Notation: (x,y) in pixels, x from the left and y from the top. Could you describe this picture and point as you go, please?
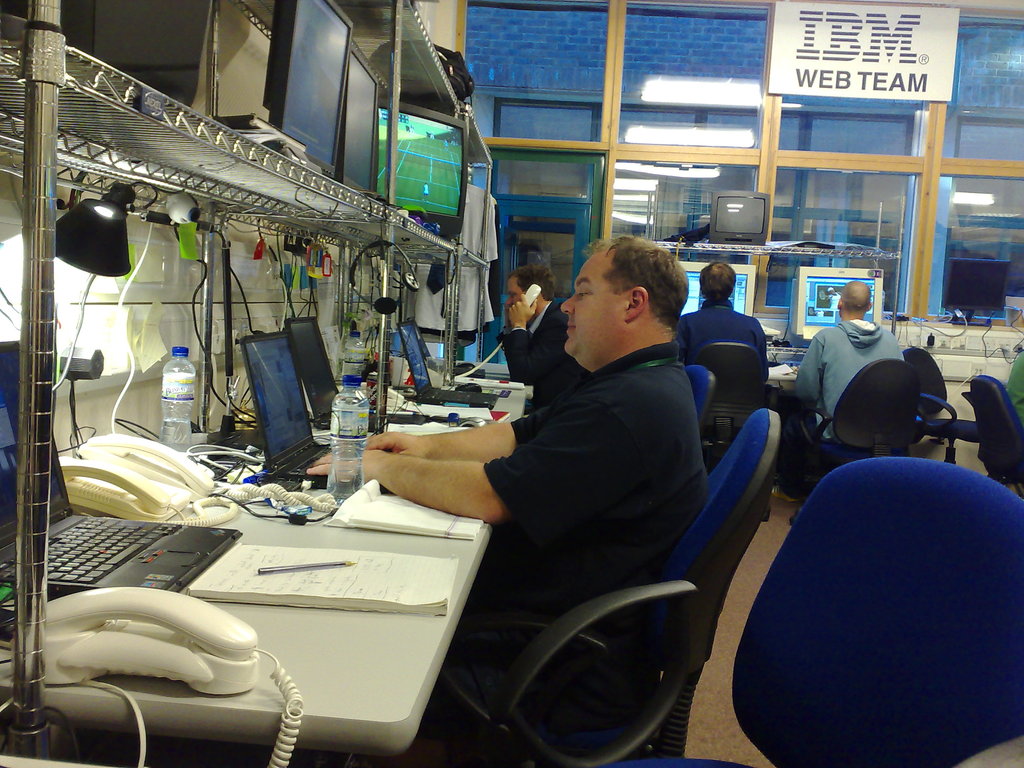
In this picture there is a man (581,533) sitting in the chair (493,721) in front of a table (377,543) on which laptop (304,418) is placed. On the table (369,531) there are some other laptops (8,536), papers (355,579), pens (310,568), Water bottles (336,403) were placed here. There is a television (415,175). In the background (702,314) there are some people (699,338) sitting in the chair (873,367) in front of a computers (804,302) and there is a wall (569,154) made up of glass (723,138) here.
